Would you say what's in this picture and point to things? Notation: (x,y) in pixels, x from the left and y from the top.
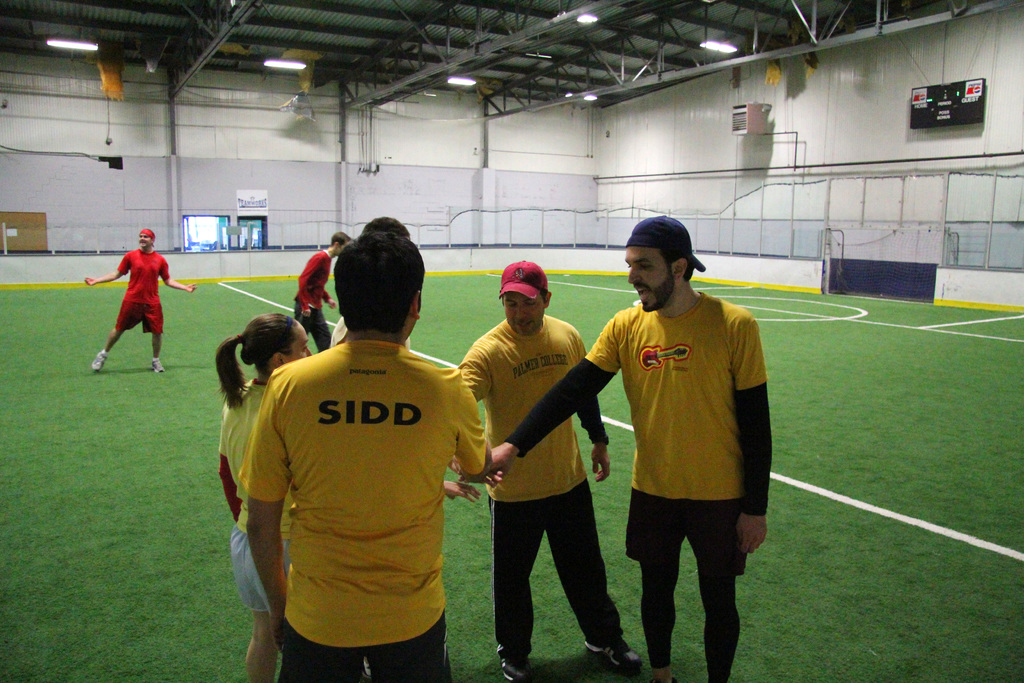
In this picture we can see some people (266,406) are standing on the grass (164,596), this is a complete room (787,206).
